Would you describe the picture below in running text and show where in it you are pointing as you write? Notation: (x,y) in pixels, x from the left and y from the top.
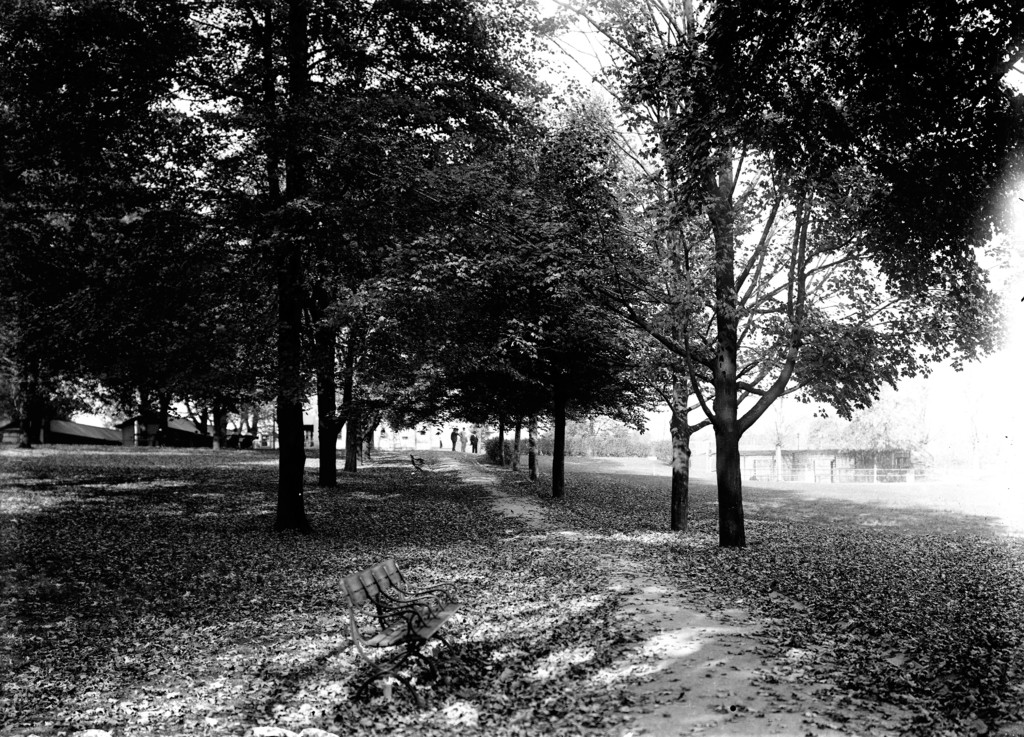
This is a black and white image and here we can see trees (285,277), sheds (76,425) and there are some people (462,440) and there are benches (393,579). At the bottom (564,583), there are leaves (591,608) on the ground (571,604).
